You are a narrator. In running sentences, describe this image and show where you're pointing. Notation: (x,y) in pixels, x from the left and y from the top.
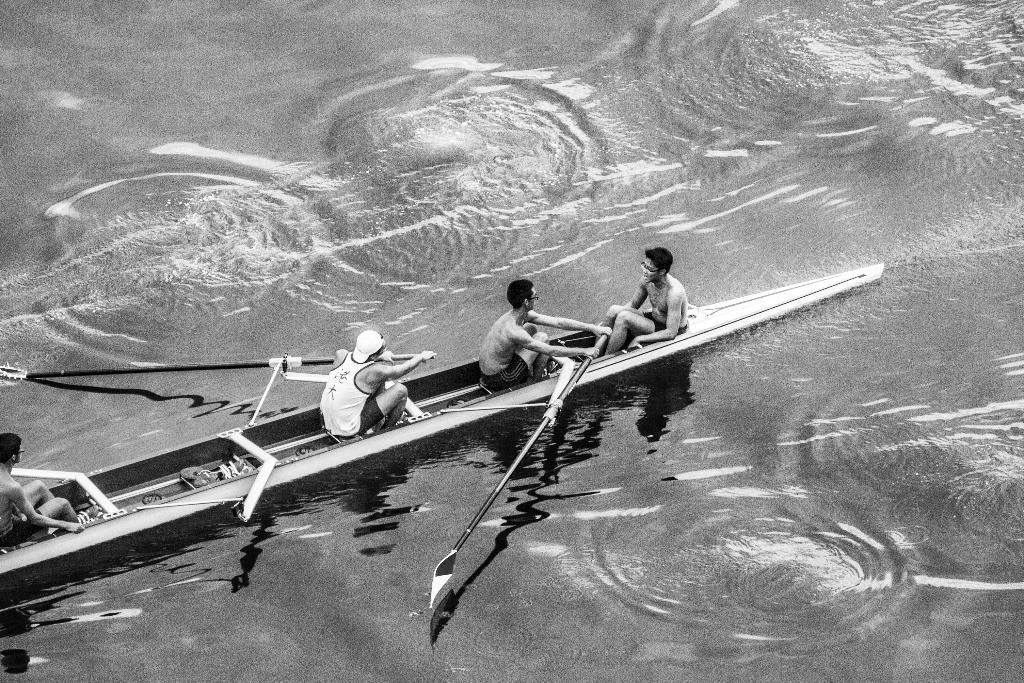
In this picture there are group of people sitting on the boat (13,552) and there are two persons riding the boat (843,285). At the bottom (715,594) there is water (639,516).
